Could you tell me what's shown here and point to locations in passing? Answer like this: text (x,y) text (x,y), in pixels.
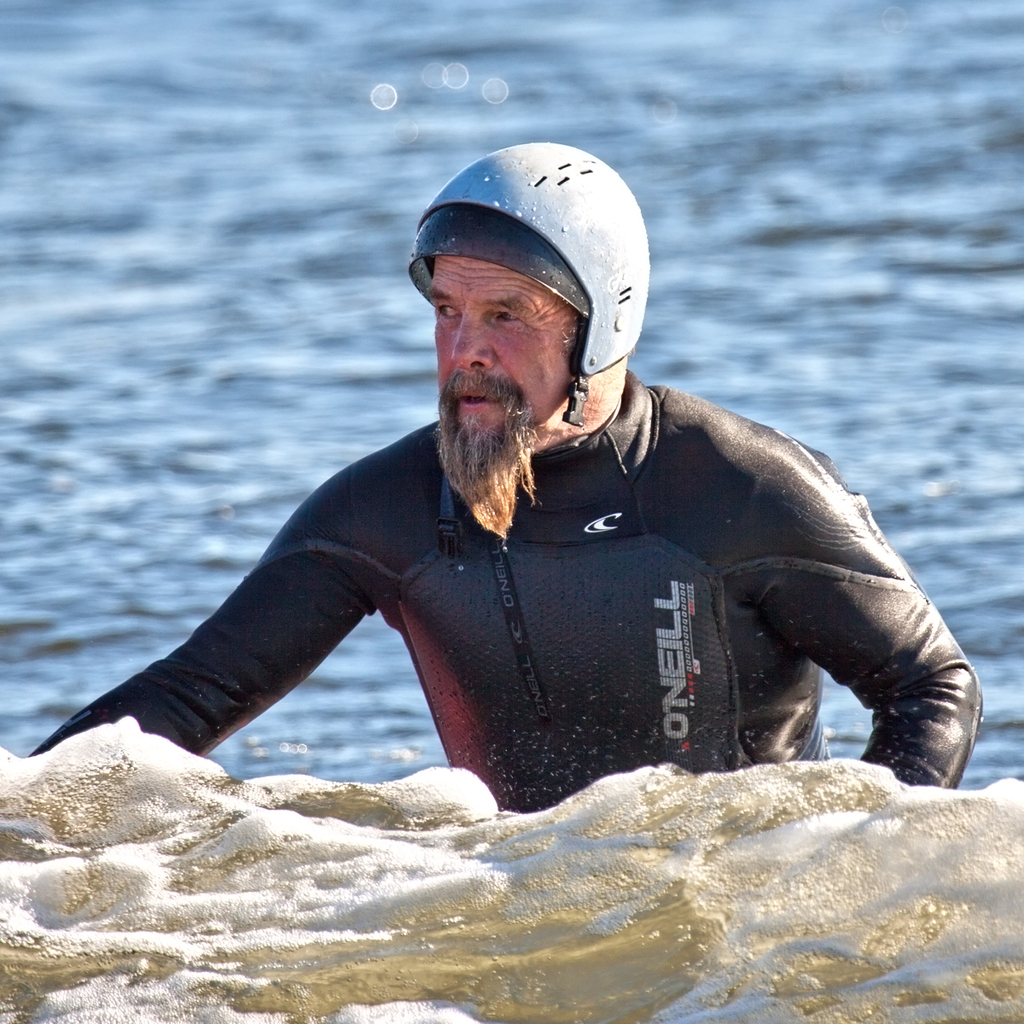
In this image in the front (474,802) there is water (556,921). In the center (675,655) there is a man (617,587) wearing a wetsuit (618,571) and helmet (585,314).
